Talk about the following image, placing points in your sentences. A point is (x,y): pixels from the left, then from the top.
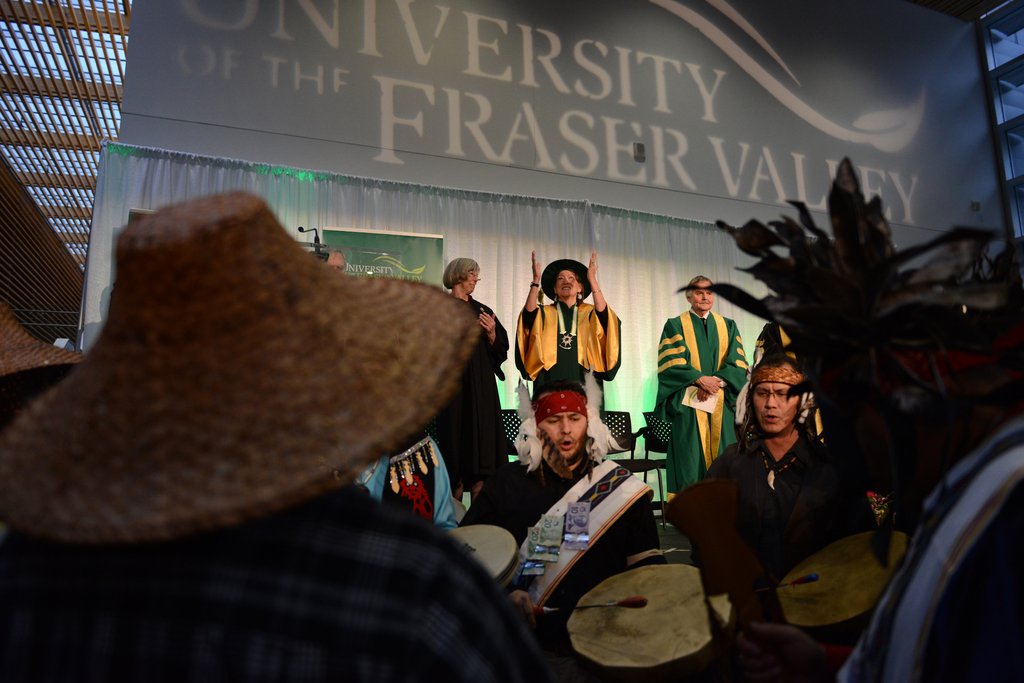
In this image there are some persons (558,527) standing in the bottom of this image (407,546). The persons (565,511) standing in the bottom of this image (802,519) is playing drums (684,618). There are three persons (675,379) standing as we can see in the middle of this image (538,365). There is a curtain (530,243) in the background (471,236). There is some text (387,93) written on the top of this image (671,96).
